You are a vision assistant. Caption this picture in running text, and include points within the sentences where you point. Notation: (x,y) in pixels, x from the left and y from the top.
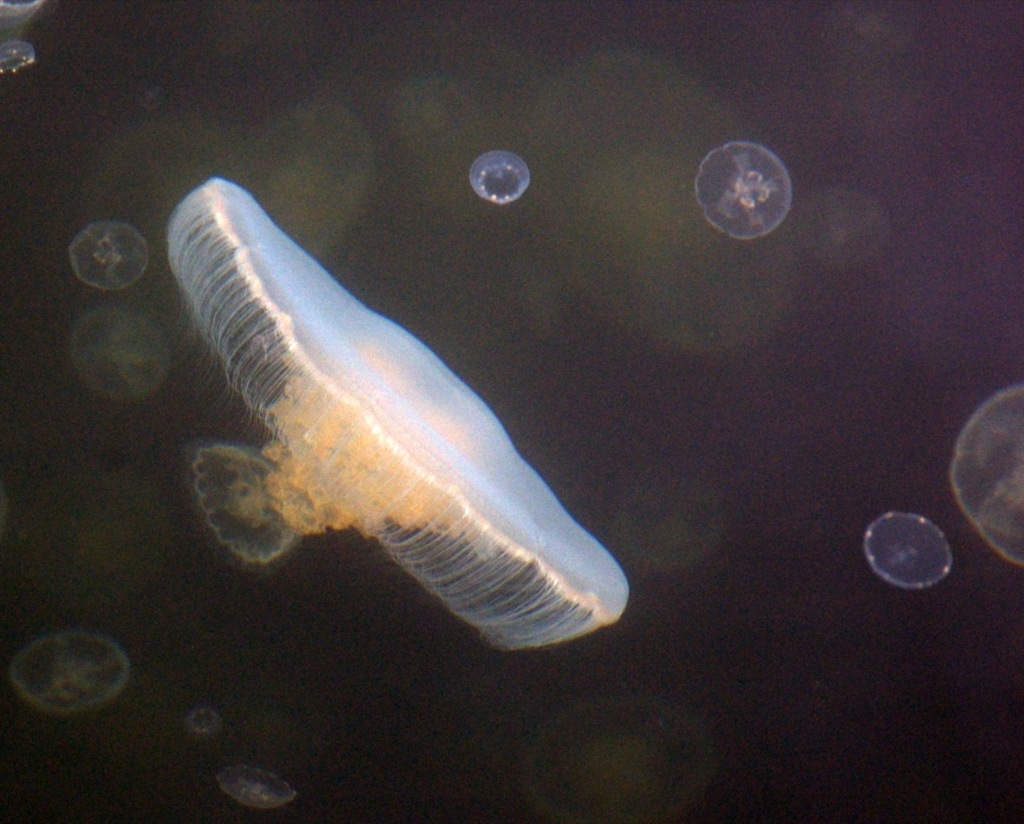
In this image, we can see there are jellyfish (472,527) in the water (446,357). And the background (156,720) is dark in color.
